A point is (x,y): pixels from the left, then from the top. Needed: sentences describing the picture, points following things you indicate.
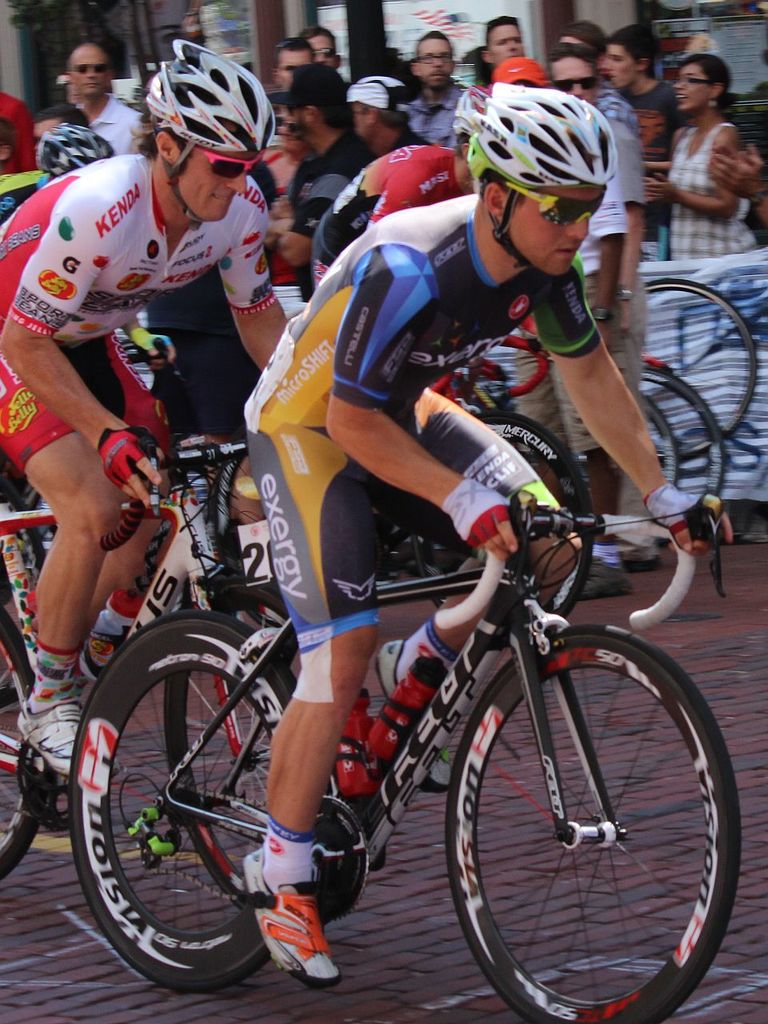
In this image I see number of people (615,266) in which few of them are on cycles (671,288) and rest of them are on the path (634,600).
